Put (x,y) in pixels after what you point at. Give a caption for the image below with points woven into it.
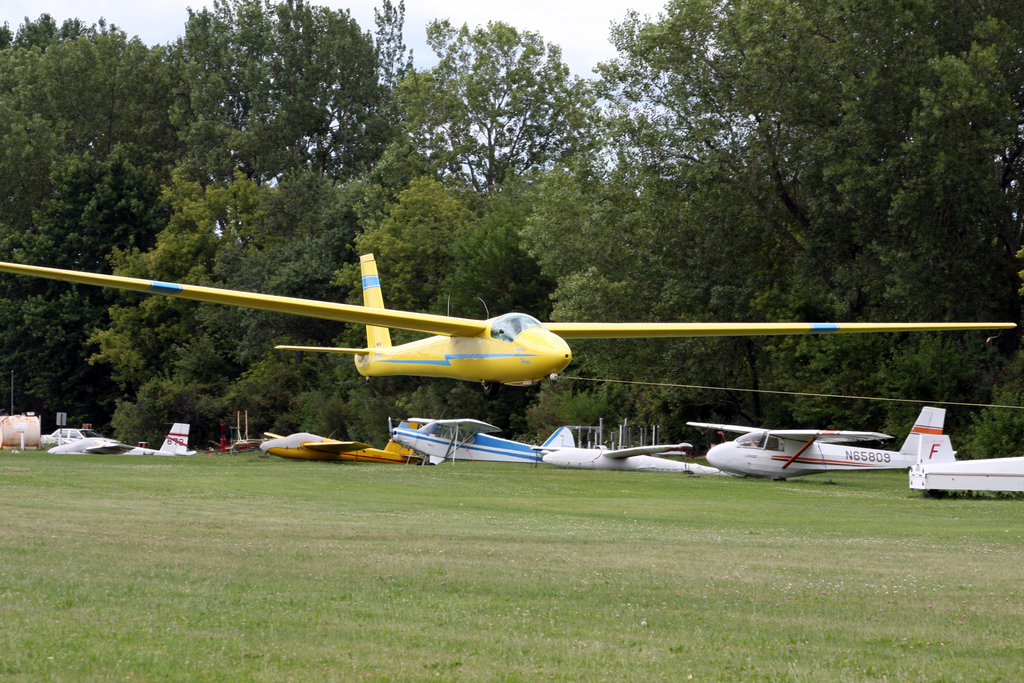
In this image I can see fleets of aircrafts (461,353) on grass (558,515) and in the air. In the background (480,384) I can see trees (473,271), light poles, boards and the sky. This image is taken may be in a park (467,481).
